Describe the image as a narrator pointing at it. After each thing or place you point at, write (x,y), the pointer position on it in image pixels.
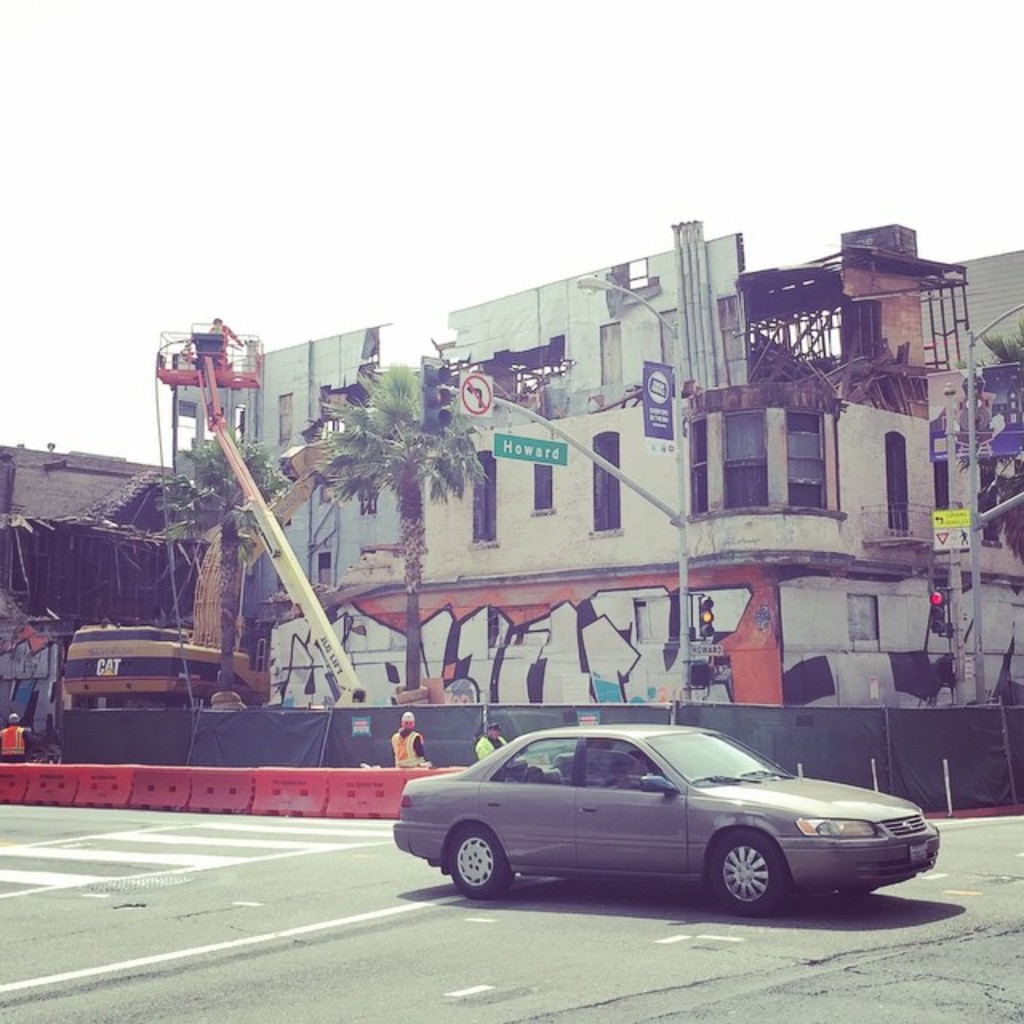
In this image we can see the buildings (794,575). In front of the buildings (848,521) we can see the cranes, trees (180,527), poles (978,562), traffic lights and boards (650,428) with text (933,458). On the crane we can see a person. In the foreground (325,784) we can see barriers (341,784), car (515,771) and persons (426,767). At the top (595,178) we can see the sky (363,65).
